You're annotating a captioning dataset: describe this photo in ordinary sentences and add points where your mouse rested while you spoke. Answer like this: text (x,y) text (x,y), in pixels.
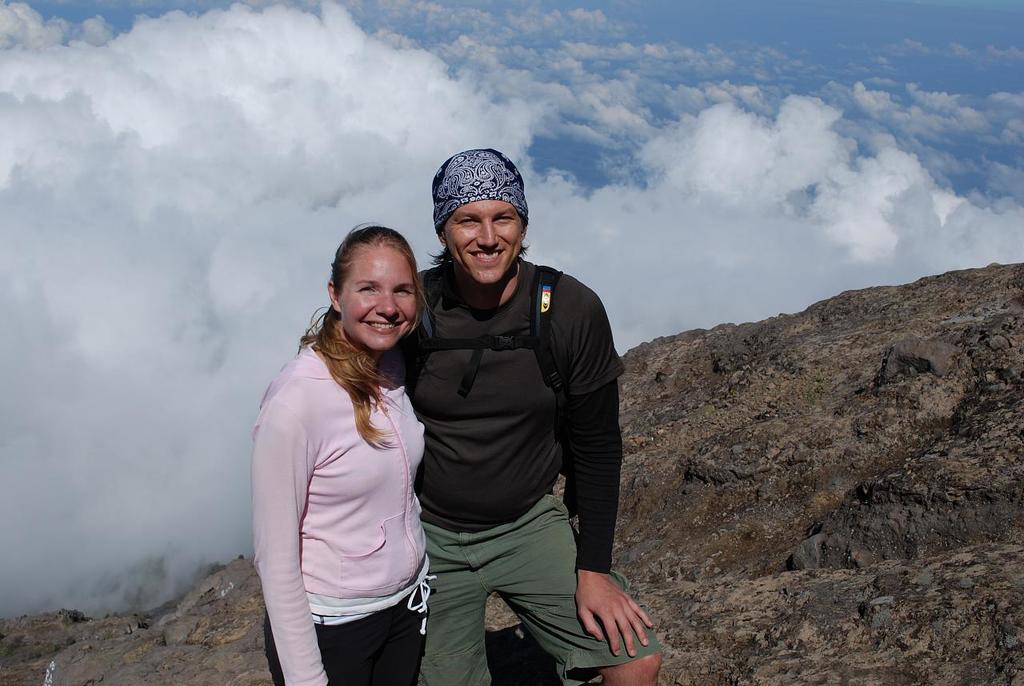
In the image we can see there are clouds (617,102) in the sky (648,61) and two people (463,367) are standing on the rock hill (735,475), one woman (362,419) and a man (513,352). Woman (381,398) is wearing a pink colour jacket (336,415) and man (512,393) is wearing black shirt (513,403) and man (525,321) is also wearing a cap (476,172).
